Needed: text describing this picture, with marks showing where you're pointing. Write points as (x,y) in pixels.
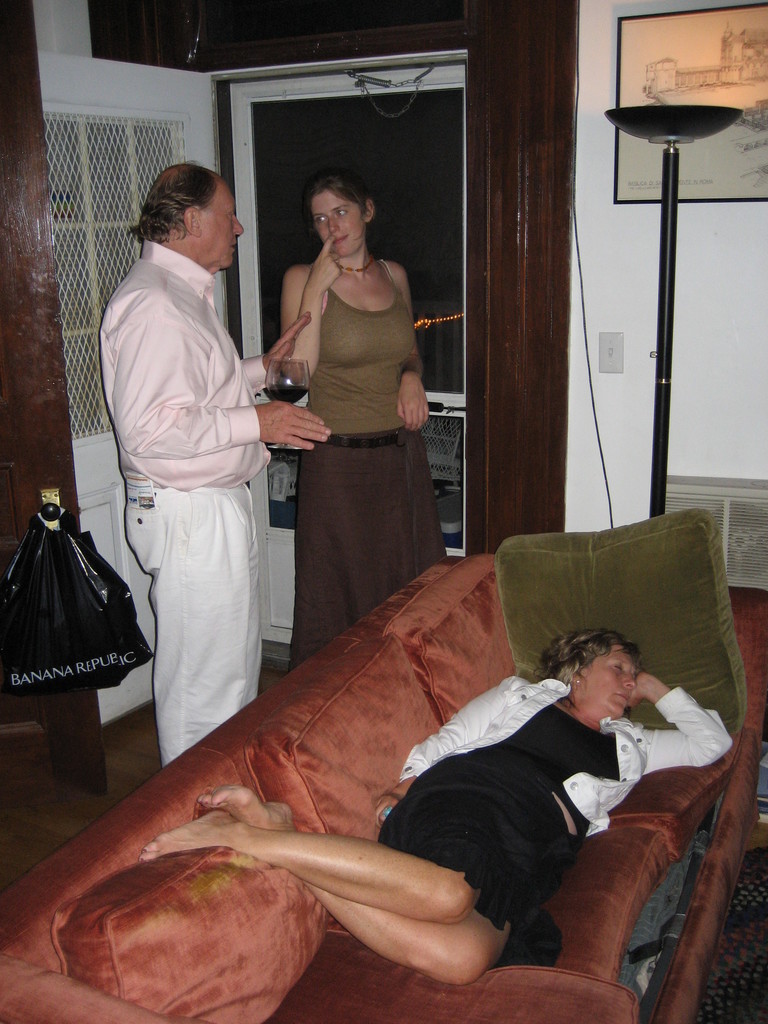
As we can see in the image there is a white color wall (598,298), photo frame (710,48), three people (301,444) and sofa (281,746). On sofa (227,964) there is a woman (515,730) wearing black color dress (526,810) and sleeping.
